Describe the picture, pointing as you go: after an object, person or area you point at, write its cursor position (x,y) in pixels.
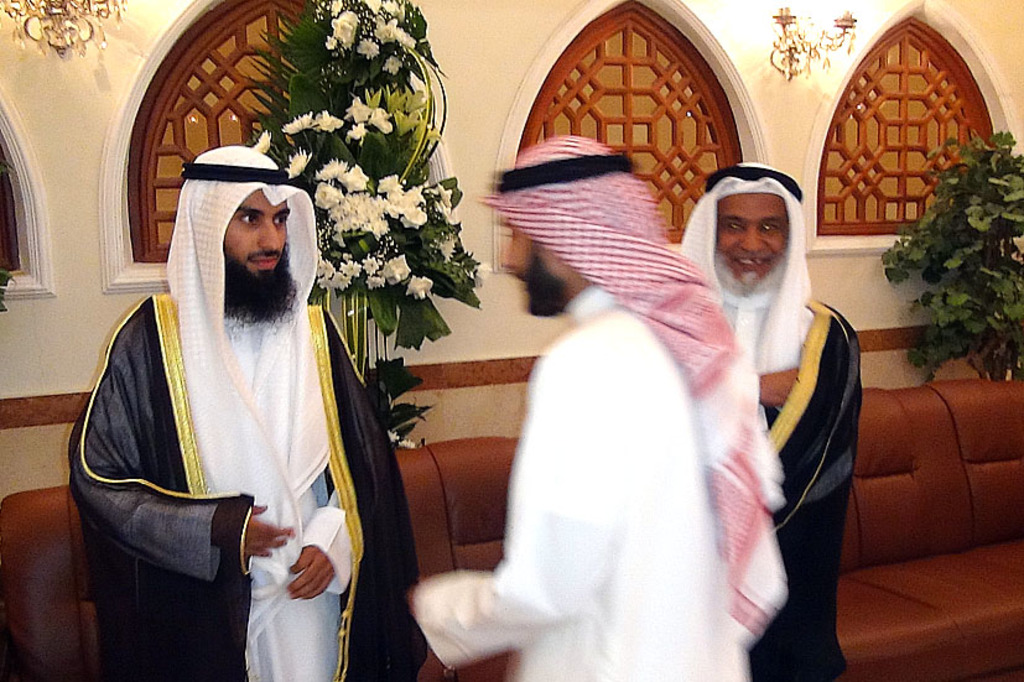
In this image we can see few persons (526,238) are standing. In the background (425,483) we can see sofa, lights (52,28) on the wall (104,68), plant (456,229) with flowers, windows (655,114) and we can see a plant (941,268) on the right side (1005,136).
